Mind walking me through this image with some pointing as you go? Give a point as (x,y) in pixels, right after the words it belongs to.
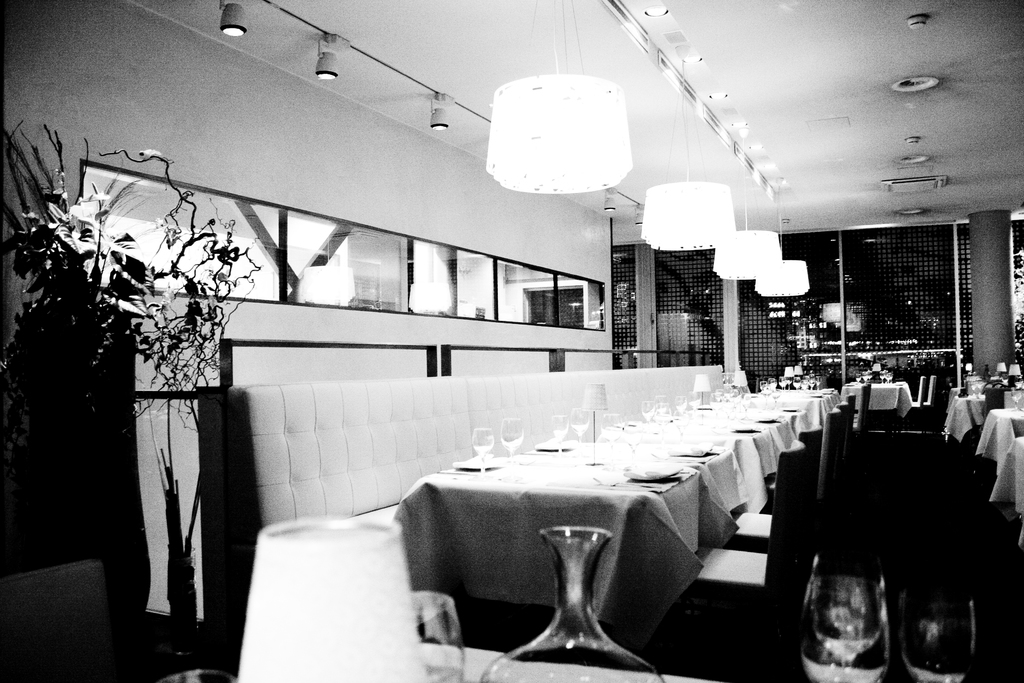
This is a black and white image inside a restaurant (605,573), in this image there are empty chairs (750,526), in front of the chairs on the tables (622,484) there are plates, napkins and glasses (730,400), behind the sofas (430,391), there is a wall (559,264) with a glass window (464,289), at the top of the image (560,193) there are lamps (733,244), on the corner of the sofa (474,430) there is a plant (81,243), in the background of the image (974,320) there is a pillar (998,284), behind the pillar (989,272) there is a glass wall (811,294).
